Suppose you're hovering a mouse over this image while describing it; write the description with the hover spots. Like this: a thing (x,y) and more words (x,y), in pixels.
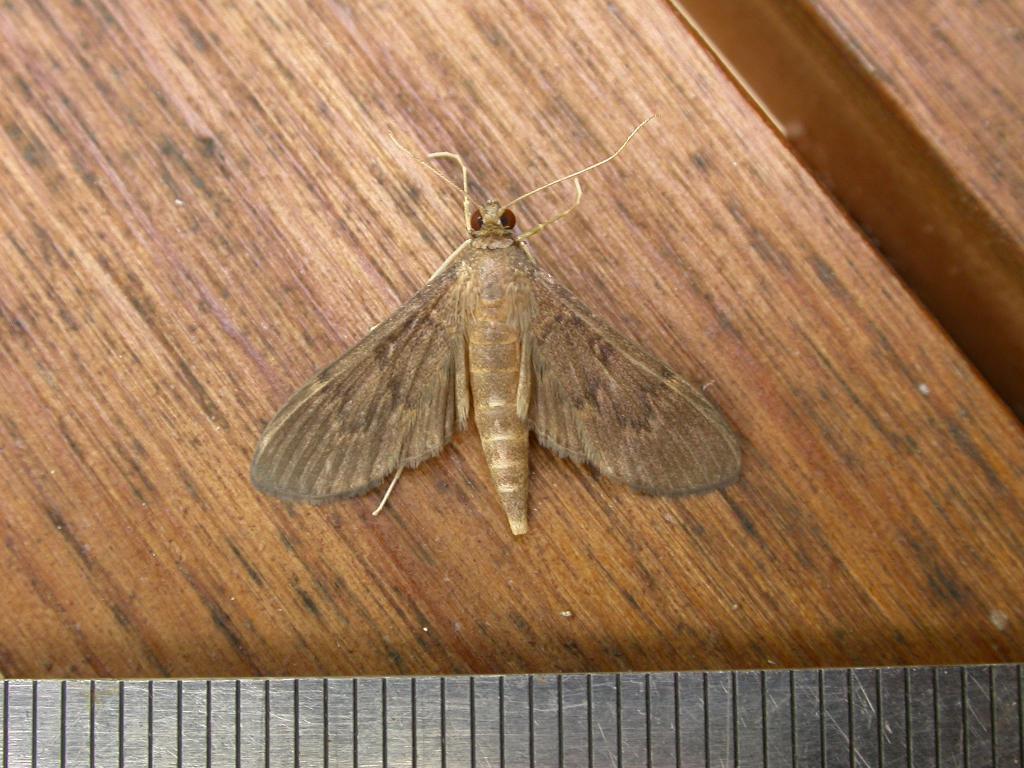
In the center of the image (493,380) we can see a moth (477,380) on the wooden board (514,602). At the bottom (279,729) there is a scale (766,742).
